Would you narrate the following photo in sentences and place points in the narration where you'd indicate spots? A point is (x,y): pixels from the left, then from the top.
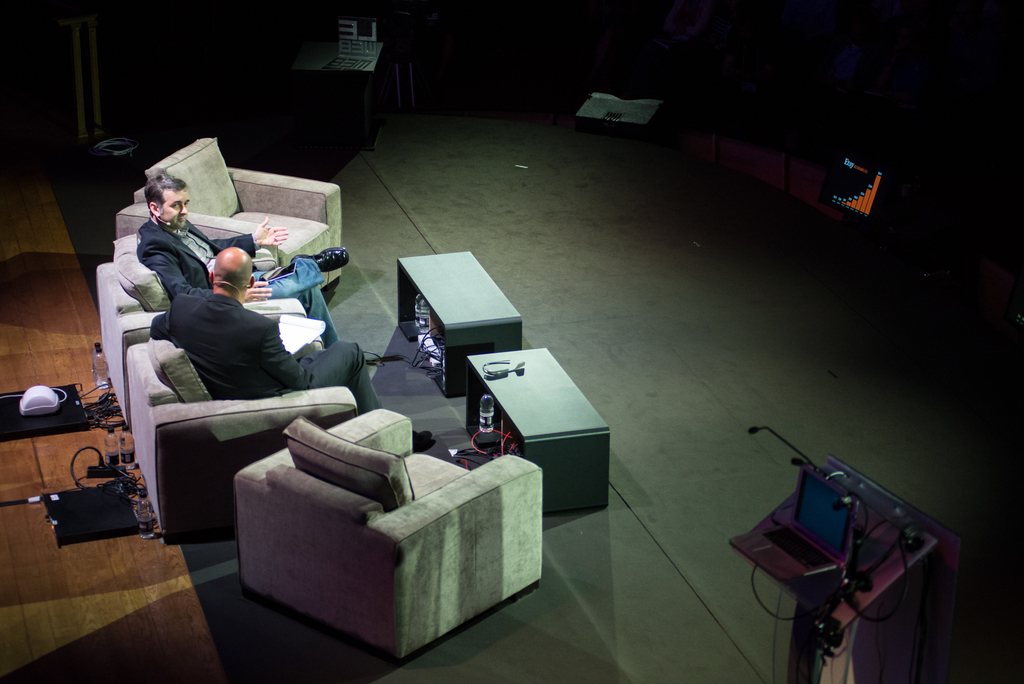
In image there are two person (203,316) sitting on the couch (211,396). There is a podium (874,630) and a laptop (843,546) and a water bottle (485,412) on the floor (344,319).
